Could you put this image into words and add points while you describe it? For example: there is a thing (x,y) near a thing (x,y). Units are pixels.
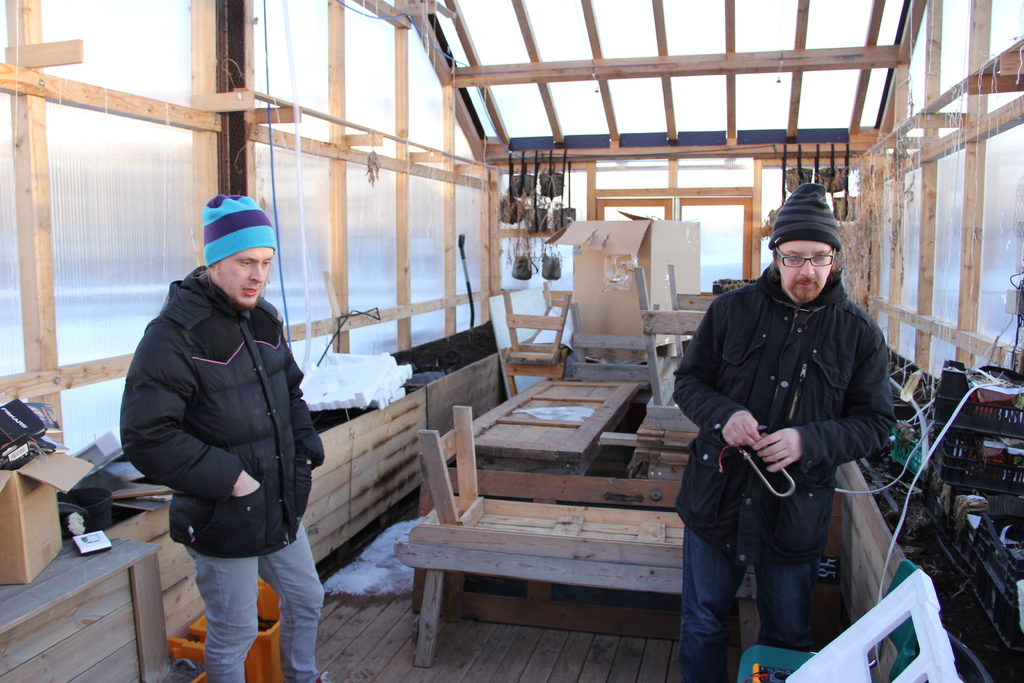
In this image I can see two men (851,422) are standing and I can see both of them are wearing black colour jackets (167,357) and caps (788,225). On the right side of this image (711,492) I can see one man (819,250) is wearing a specs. In the background (439,513) I can see few tables (569,434), few stools (648,328), a box (620,314) and few plants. On the both sides of the image I can see few containers (957,537), few boxes (91,463) and few other stuffs (790,673).
